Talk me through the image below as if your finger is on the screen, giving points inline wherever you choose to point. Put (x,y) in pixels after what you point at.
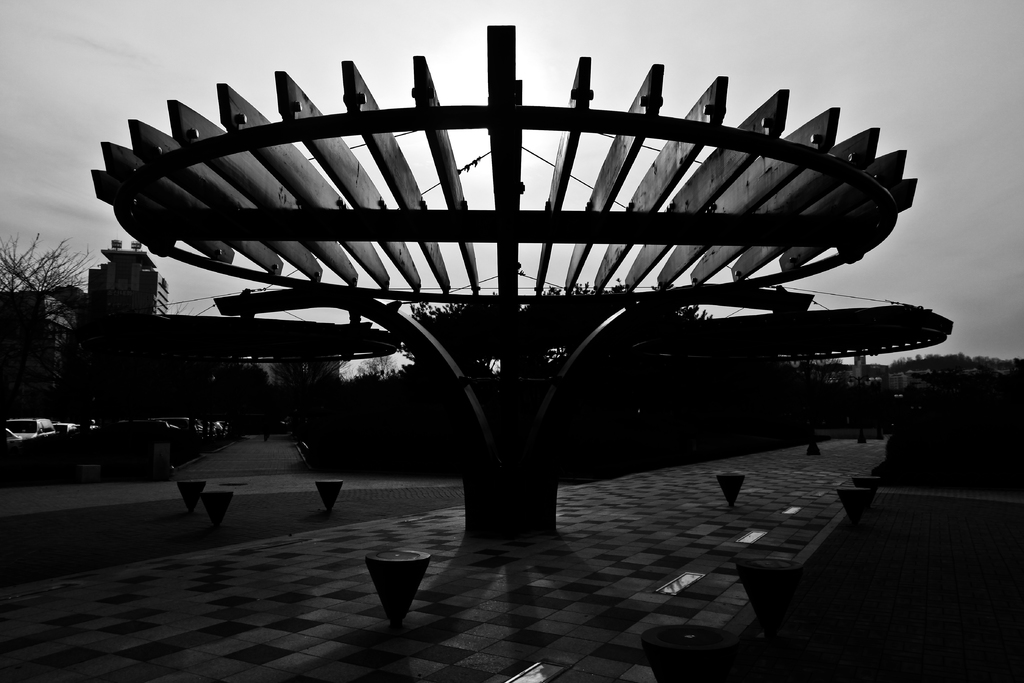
This picture is clicked outside. In the center (464,229) there is an object (539,240) and we can see the buildings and some vehicles (201,429) and there are some objects (810,448) on the ground (644,539). In the background (746,92) there is a sky (913,97) and some trees (751,373).
